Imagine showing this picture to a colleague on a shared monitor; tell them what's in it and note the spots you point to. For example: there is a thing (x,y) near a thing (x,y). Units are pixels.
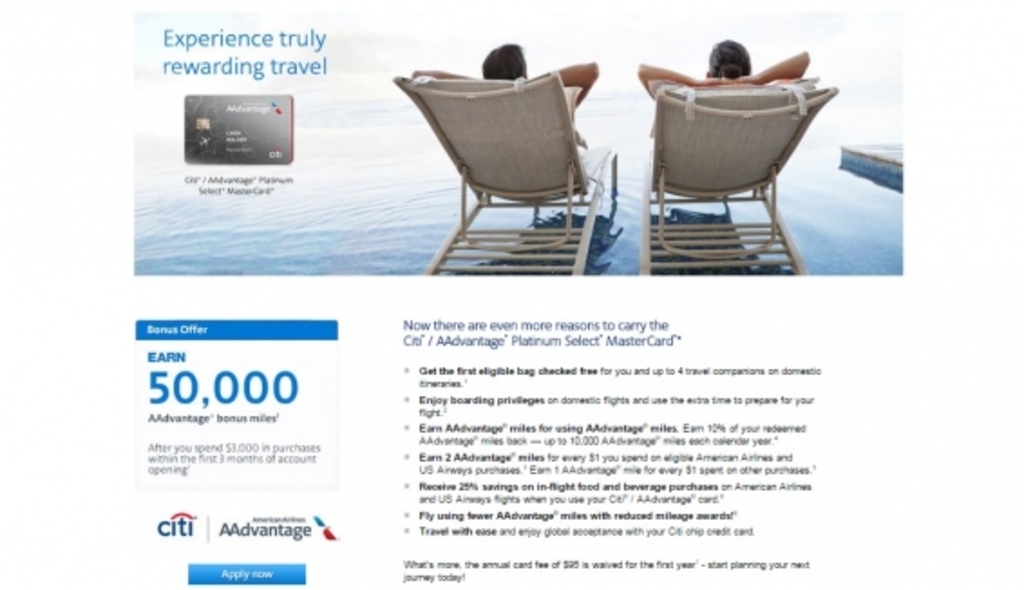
In this picture there are two persons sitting in chairs (704,156) which is on the water (419,210) and there is something written beside and below it.
